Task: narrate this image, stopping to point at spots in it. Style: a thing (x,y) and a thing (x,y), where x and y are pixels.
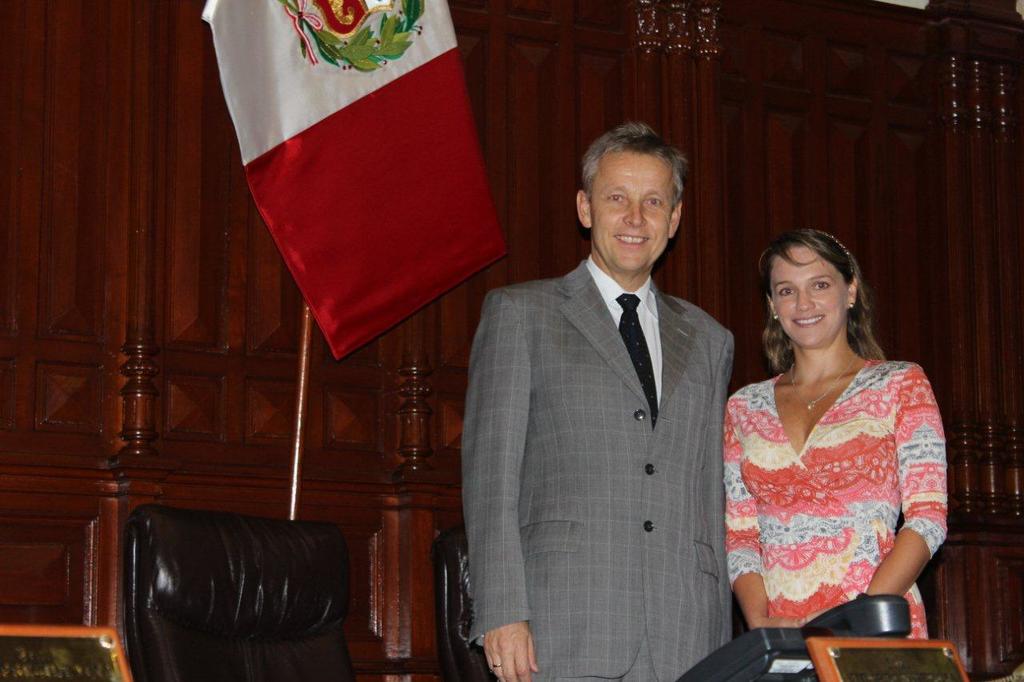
In this image we can see a man (716,510) and a lady (777,508) standing and smiling. There are chairs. At the bottom (749,674) we can see a telephone (774,657). In the background (473,242) there is a flag (368,247) and we can see a wall (359,461).
